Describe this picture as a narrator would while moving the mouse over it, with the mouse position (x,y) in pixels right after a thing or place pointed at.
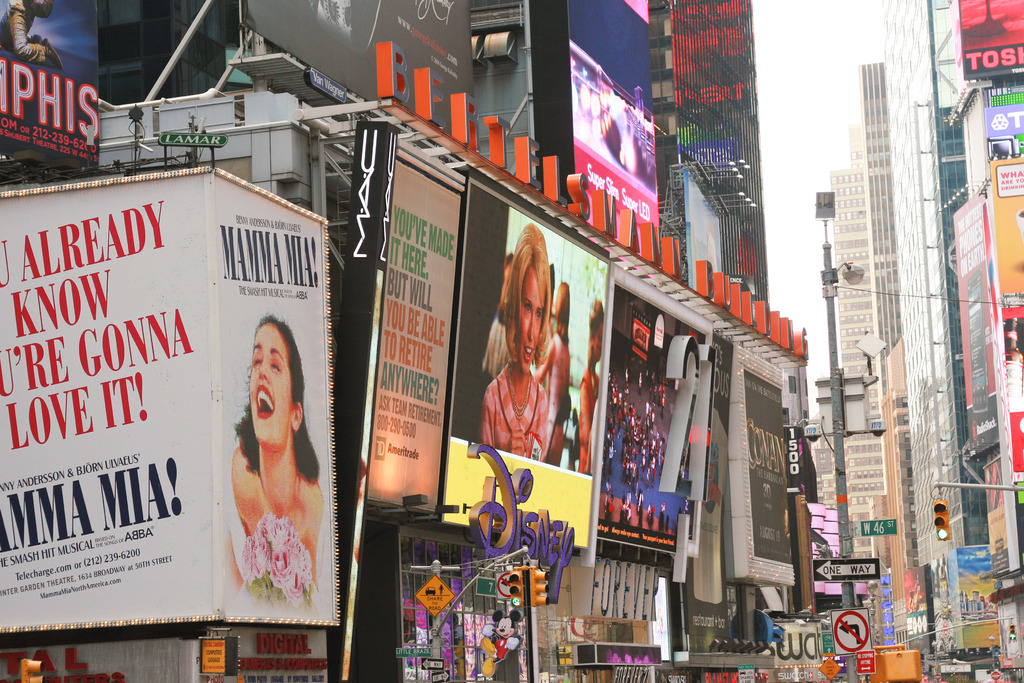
In this image we can see hoardings (389,290), traffic lights (939,529), buildings (939,553) and some other objects (833,328).
